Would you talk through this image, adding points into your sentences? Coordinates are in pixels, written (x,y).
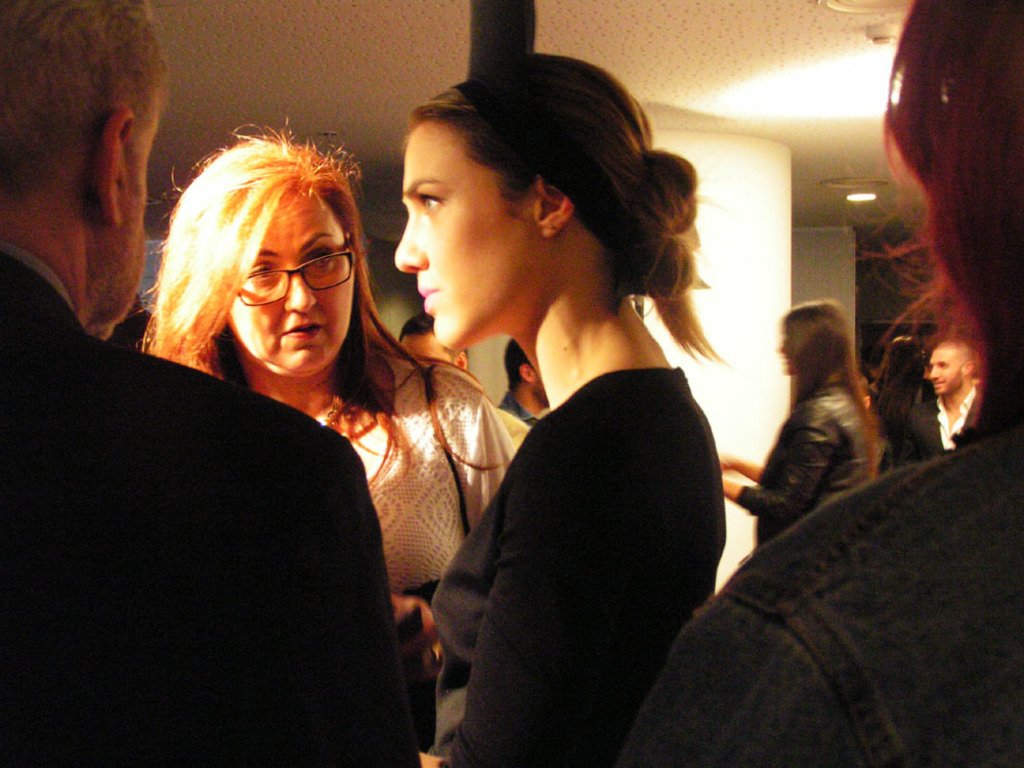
In this picture we can see a few people (606,389), lights (855,179) and other objects (846,277).
